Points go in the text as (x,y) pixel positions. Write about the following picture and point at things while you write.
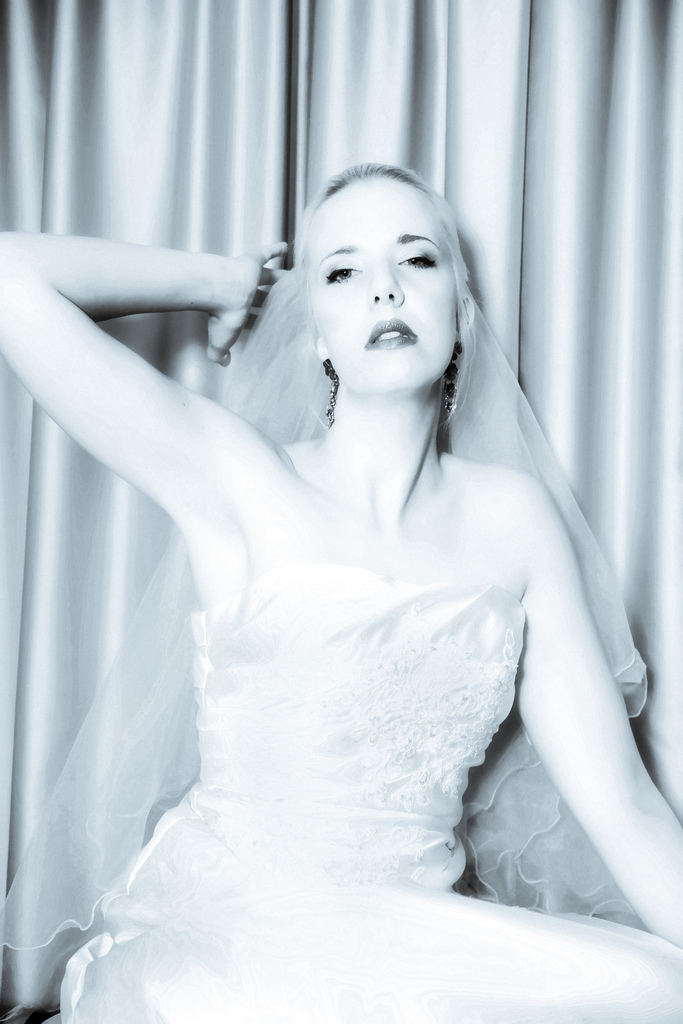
In this image we can see a lady (379,773). There is a curtain (402,121) behind a lady (371,782).
